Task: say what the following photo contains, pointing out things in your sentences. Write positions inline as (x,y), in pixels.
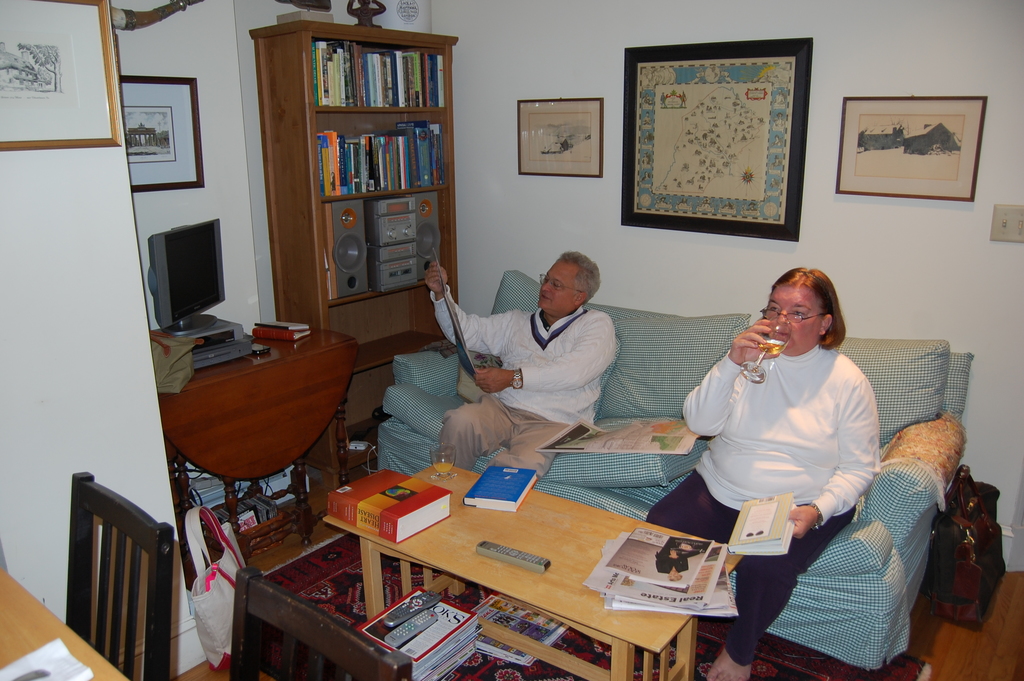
The women (799,429) in the right (797,441) is sitting and holding a book (780,525) in one of her hand (801,518) and drinking a glass of wine (776,348) and there is other person (547,339) sitting beside her and there is a table (575,522) in front of them which has papers (643,575) and books (474,498) on it and there are some other books (449,626) under it and there is a bookshelf (363,130) and some paintings (695,133) in the background (562,126).
